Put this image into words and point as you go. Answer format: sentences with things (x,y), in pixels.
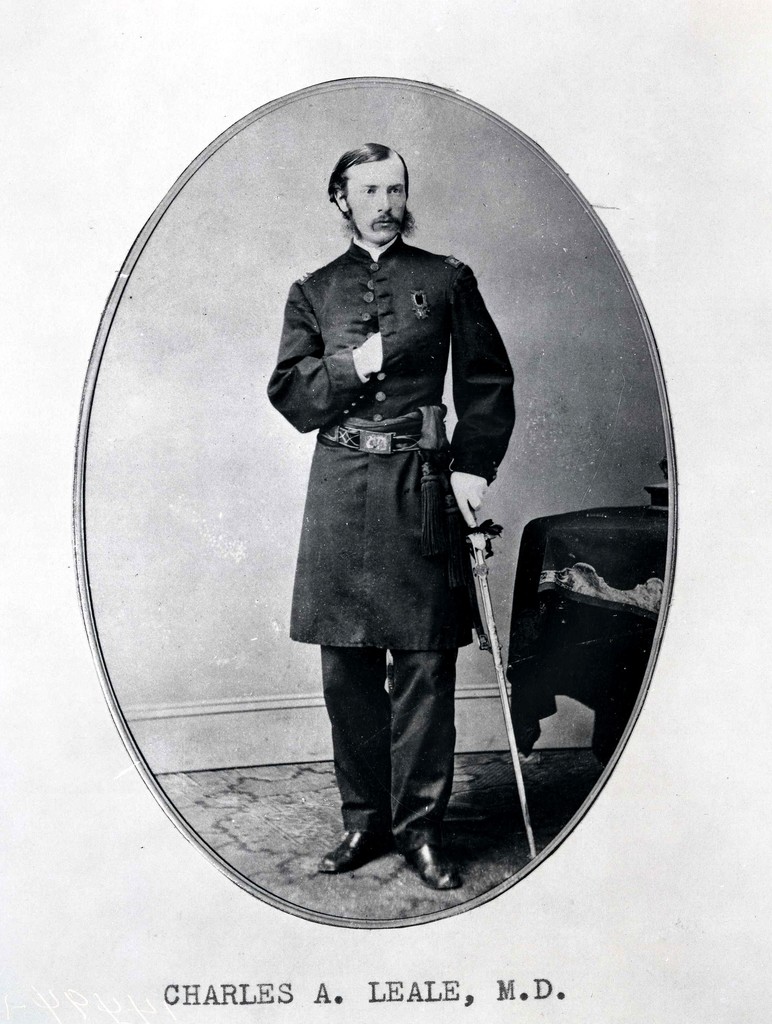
This picture shows a paper cutting (703,363). we see a man (327,482) holding a sword (531,843) and standing and we see a table (567,663) on the side and text (236,992) at the bottom of the picture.
